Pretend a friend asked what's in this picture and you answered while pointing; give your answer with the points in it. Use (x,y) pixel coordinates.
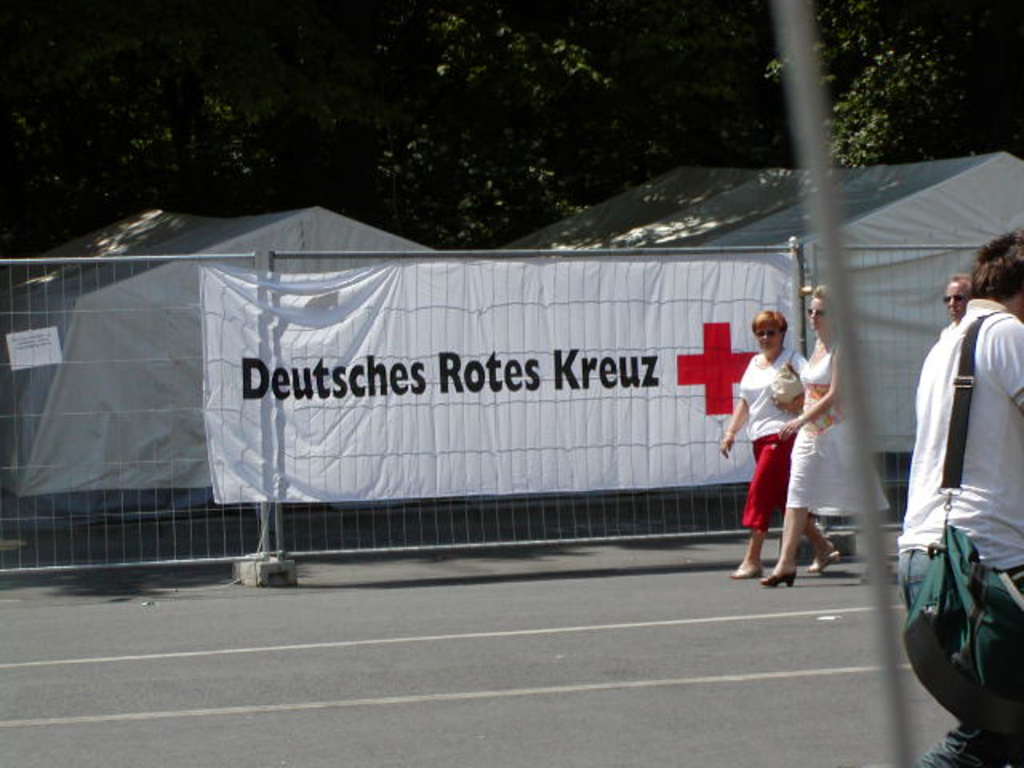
In the background (737,65) we can see the trees (678,54). In this picture we can see white shelters (998,178), fence (269,263), a board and a white banner (380,422). We can see women (805,419) walking near to the fence (140,411) on the road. On the right side of the picture (959,412) we can see a person (965,466) wearing a bag (958,546) and another person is visible.
